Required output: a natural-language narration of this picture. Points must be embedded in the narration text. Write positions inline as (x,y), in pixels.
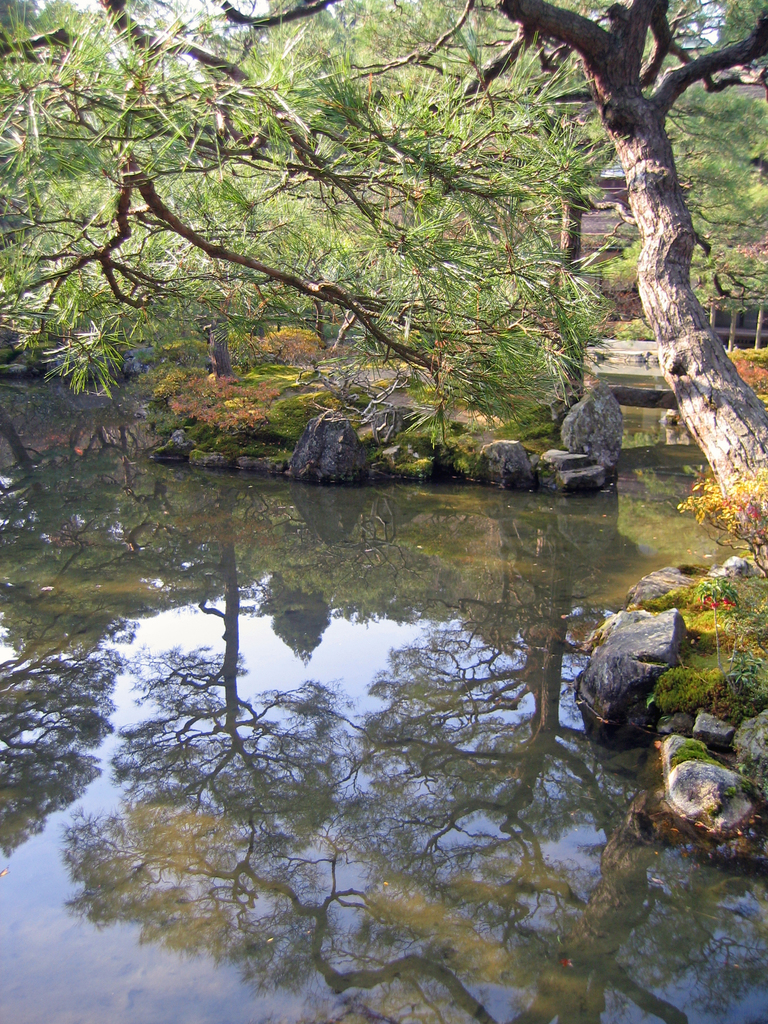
In the picture I can see the water (287,724), plants (767,666), trees (699,392) and the fence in the background (628,325).
